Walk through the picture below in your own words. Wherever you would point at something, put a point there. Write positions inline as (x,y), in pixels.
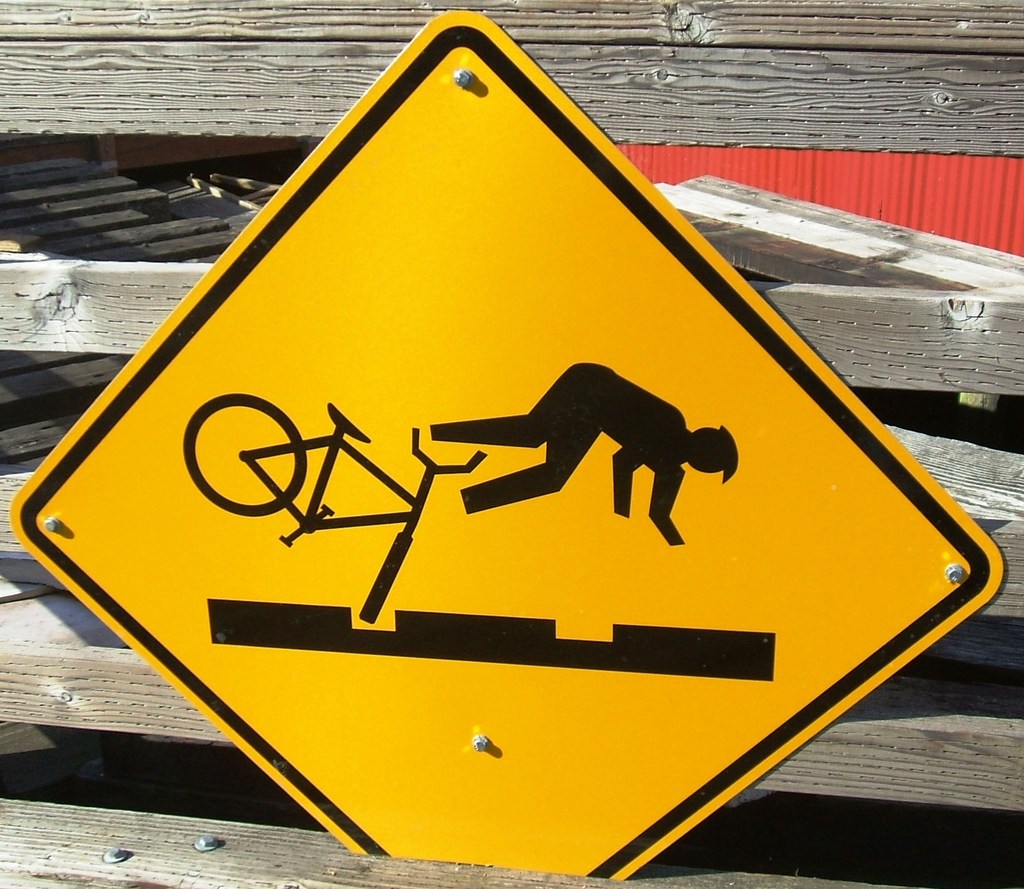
In this image I can see a sign board (389,550) attached to the wooden bars (279,57). In this sign board (605,744) I can see a person (682,451) falling down with a bicycle (356,430) indicating speed breakers (322,604) on the road (658,635).
